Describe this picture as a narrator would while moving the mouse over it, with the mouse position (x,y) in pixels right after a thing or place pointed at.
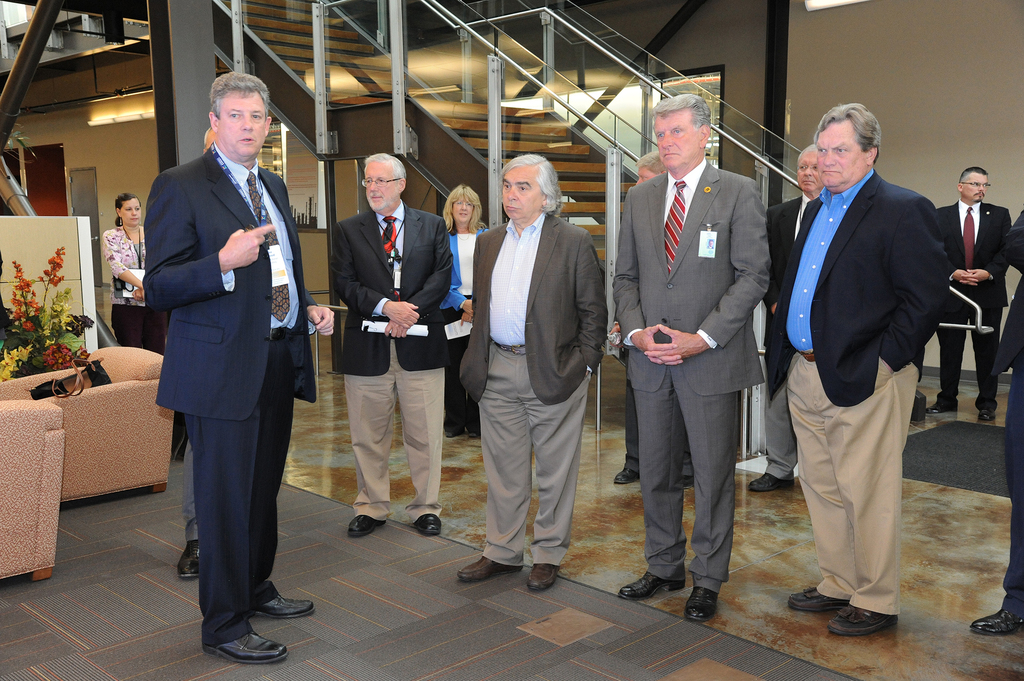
This image consists of many people (440,240). In the front (750,330), the five men (750,330) standing are wearing suits (490,483). At the bottom (567,643), there is a floor (941,635) along with floor mat (427,675). On the left (92,413), we can see sofas (97,388) along with a plant (33,320). In the background (339,57), there are stairs (434,80) and a wall (944,74) along with the windows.
